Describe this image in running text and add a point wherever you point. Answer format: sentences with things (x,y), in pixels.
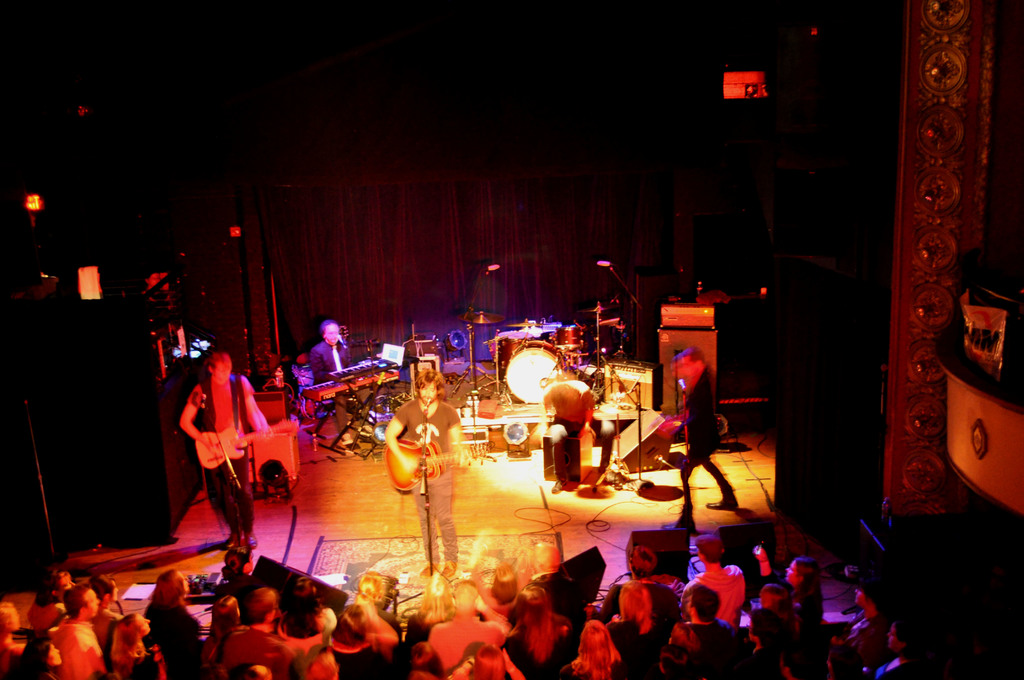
In this image we can see group of persons (417,389) performing with musical instruments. In the background (190,309) there is a wall (226,305), cloth (422,236) and light (726,85).
